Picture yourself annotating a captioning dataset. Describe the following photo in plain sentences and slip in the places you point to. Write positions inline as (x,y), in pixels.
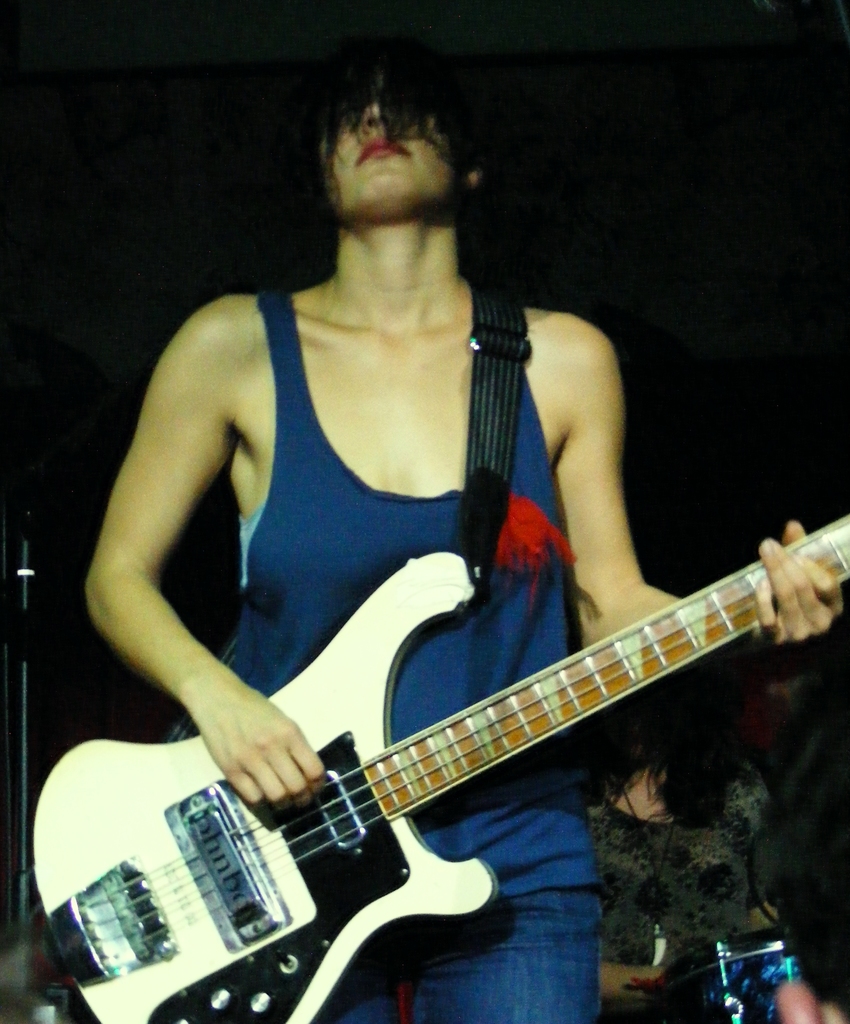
The lady (332,445) with the blue top (307,526) is playing a guitar (368,771). she is standing. Behind her there is another lady (662,898). she is sitting.
